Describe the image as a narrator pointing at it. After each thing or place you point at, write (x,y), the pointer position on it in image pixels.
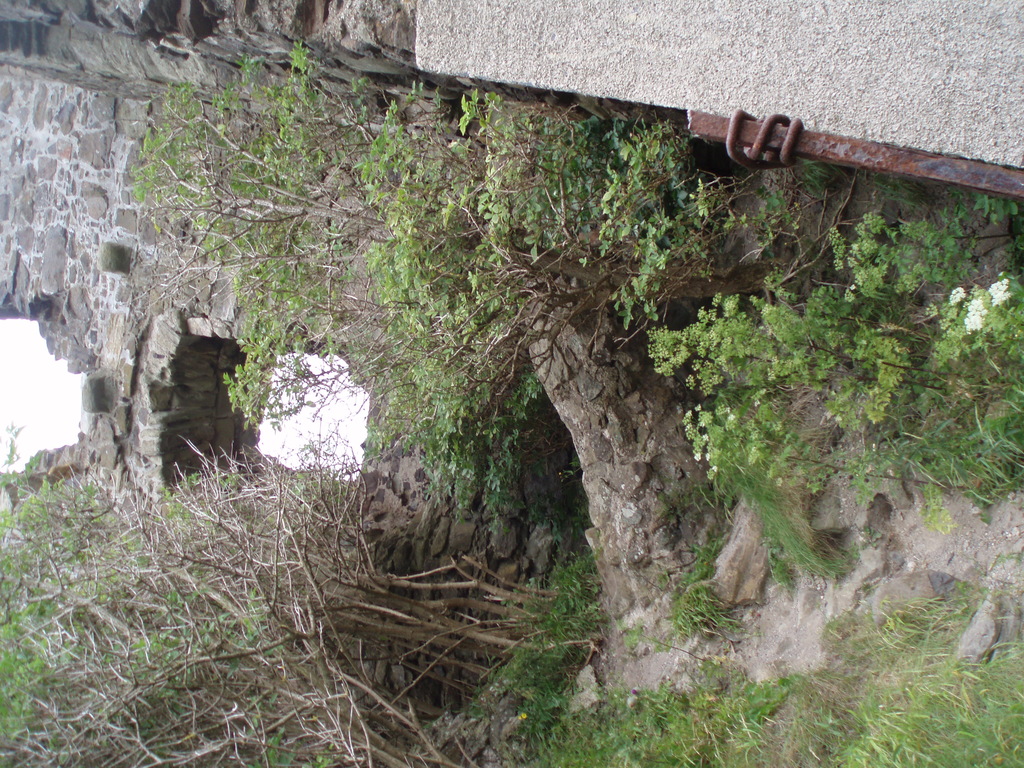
In this image there is a stone wall (95,184) in the middle (410,497). There are trees (358,174) around it. At the bottom (650,611) there is a path (781,591) on which there are stones (760,552) and sand (909,531). On the right side (888,162) bottom there is an iron pole (861,154).
